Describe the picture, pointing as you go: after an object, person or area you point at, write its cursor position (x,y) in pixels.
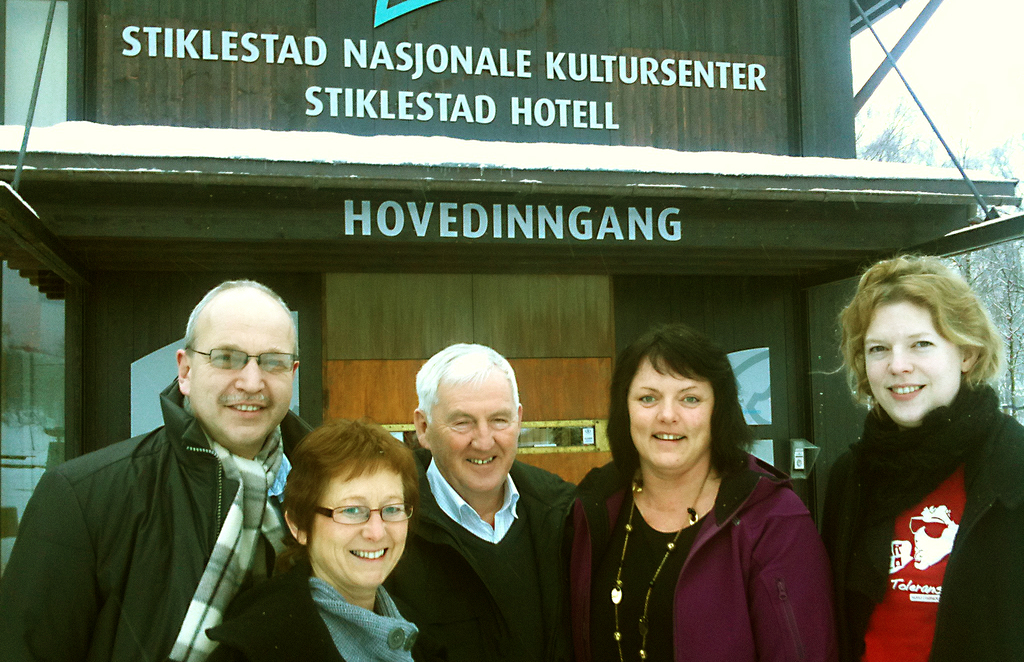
In front of the image there are two men (261,382) and three ladies (982,440) are standing. Behind them there is a building (231,122) with walls (602,73), names (155,30), roof (552,144) with snow (381,146), ropes (941,139) and glass doors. On the right corner of the image (966,150) there are trees (973,268).
